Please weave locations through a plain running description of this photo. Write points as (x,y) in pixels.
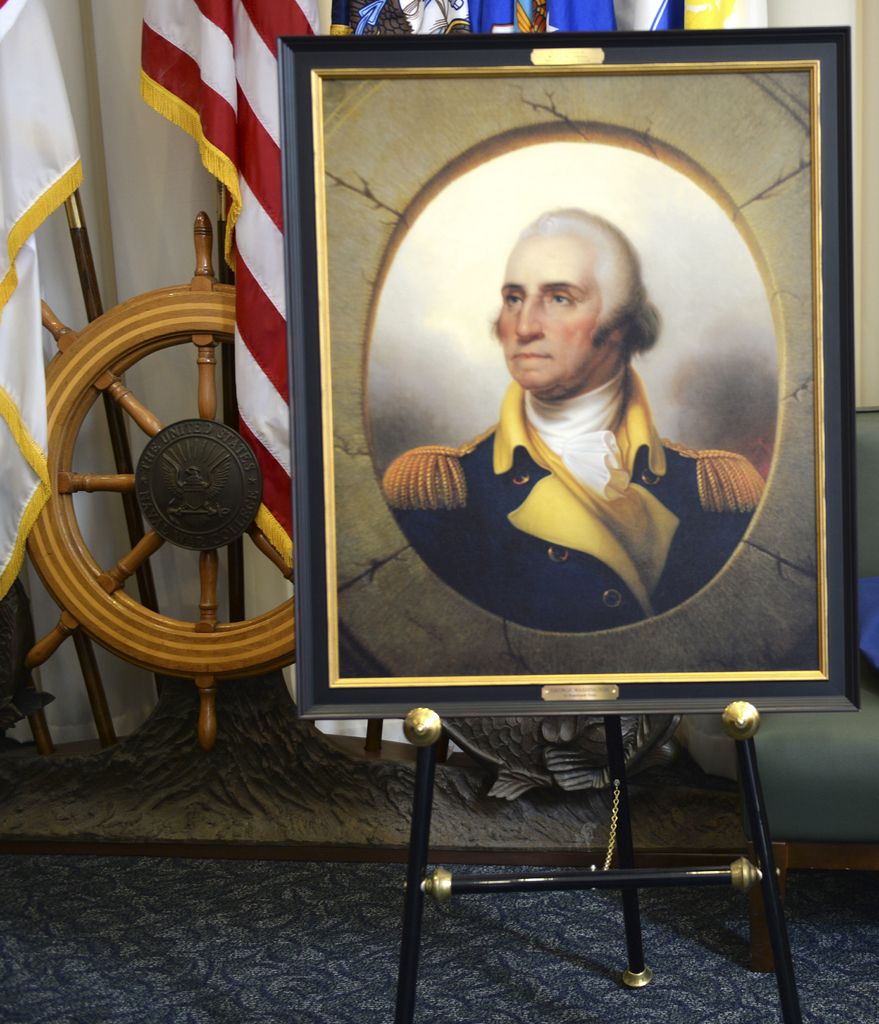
Picture (538,106) with frame (823,608) on this stand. Floor (347,942) with carpet (243,934). Backside of this picture we can see flags (57,123), wall (149,179) and boat wheel (155,312).
